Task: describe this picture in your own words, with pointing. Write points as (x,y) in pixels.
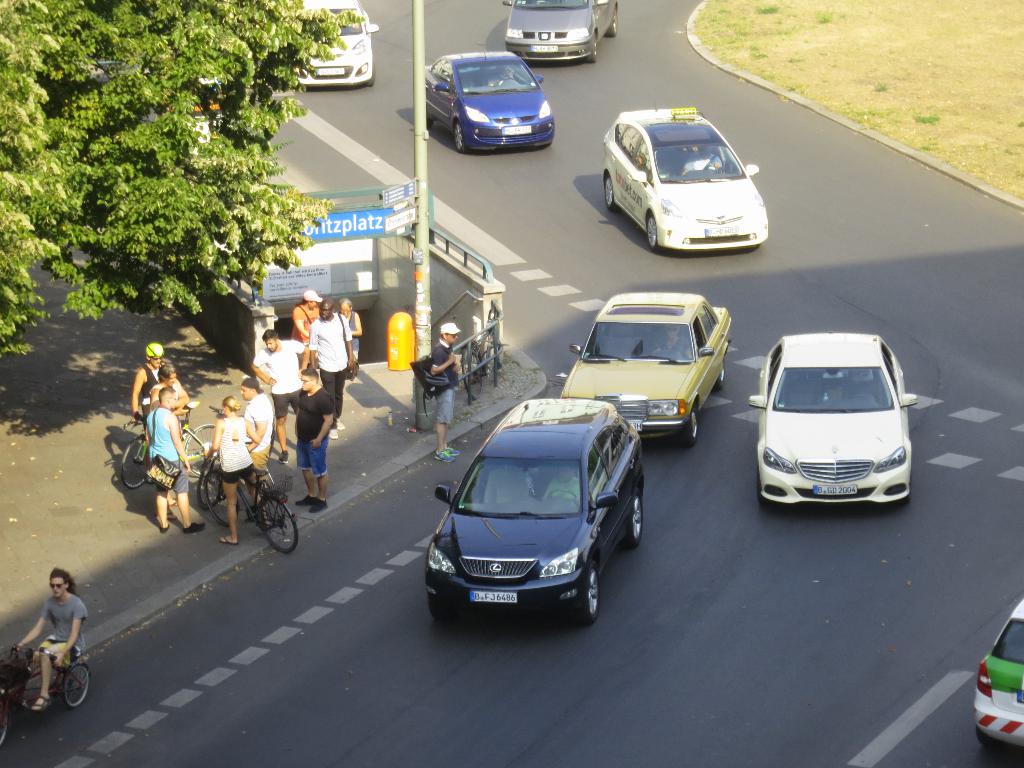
In this image I can see the vehicles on the road (472,681). I can see one person (39,707) with the bicycle (30,691). To the side of the road (24,743) there are the group of people (233,487) with different color dresses (171,451) and I can see few people (158,452) with bicycles (255,487). I can also the poles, boards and the trees (72,182) to the side.
